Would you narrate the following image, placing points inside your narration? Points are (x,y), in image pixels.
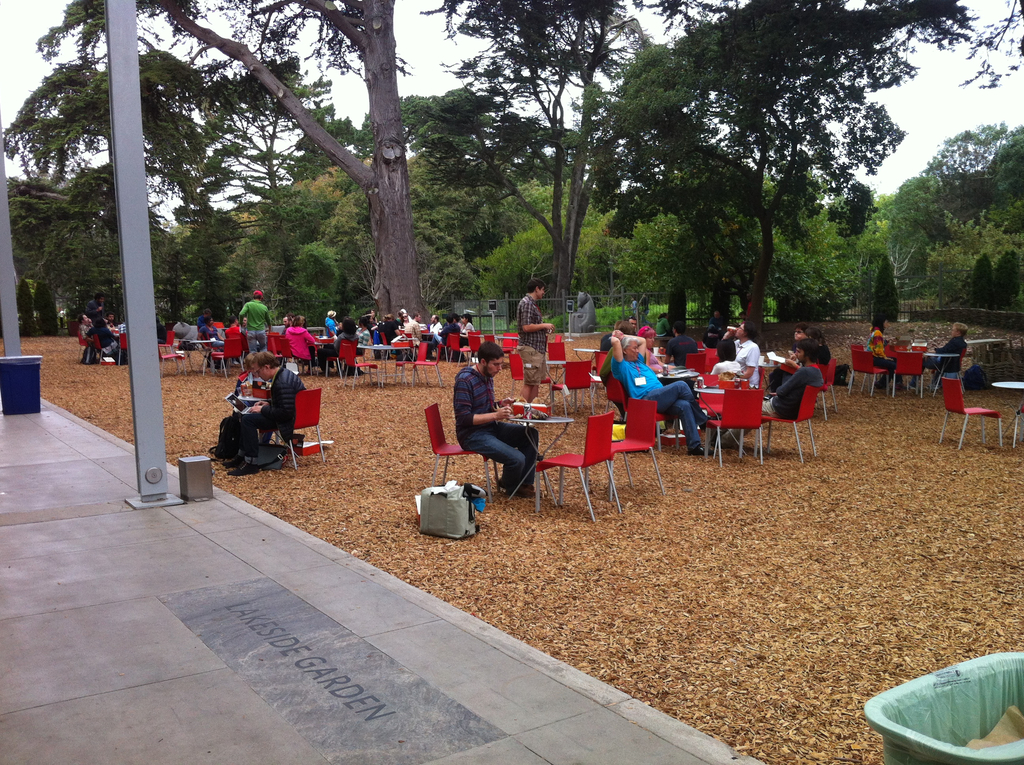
In the image we can see group of persons (664,330) were sitting on the chair (692,369) around the table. On table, we can see some food item (537,412), on the right there is a dustbin (929,699). In the background (732,149) we can see sky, trees (677,198), fence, plant (655,243) and dry leaves (756,497).
